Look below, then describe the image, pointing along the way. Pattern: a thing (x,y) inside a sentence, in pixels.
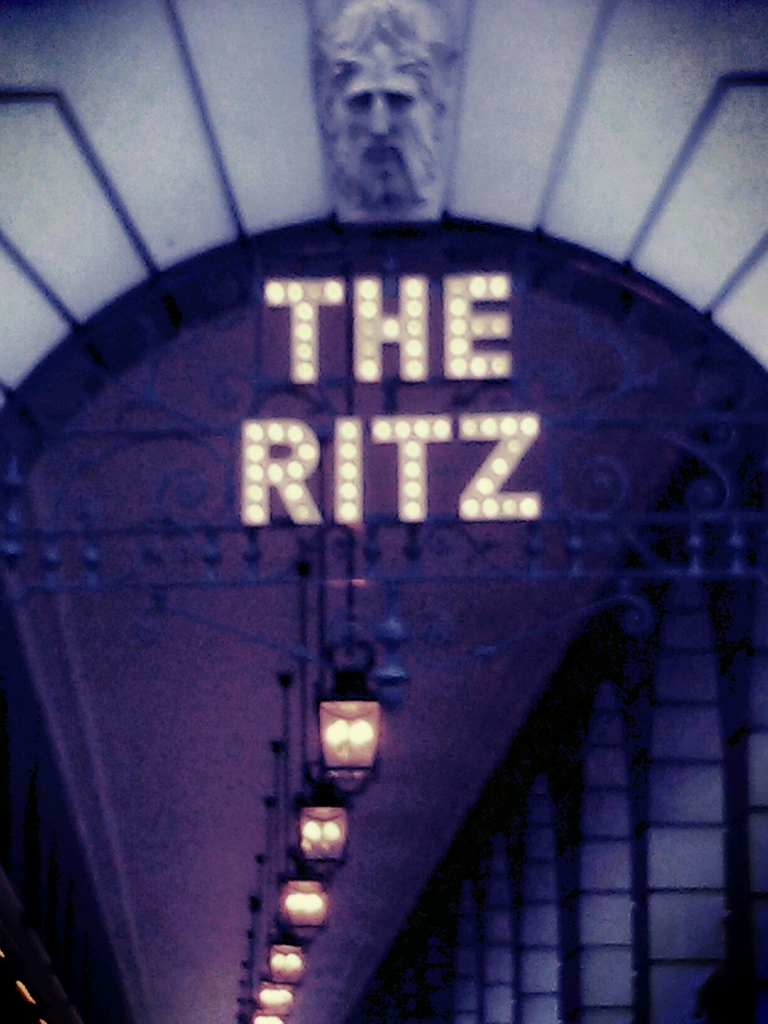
In the picture I can see the LED light board (257,514), a person's face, ceiling lights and the background of the image (363,943) is dark.
